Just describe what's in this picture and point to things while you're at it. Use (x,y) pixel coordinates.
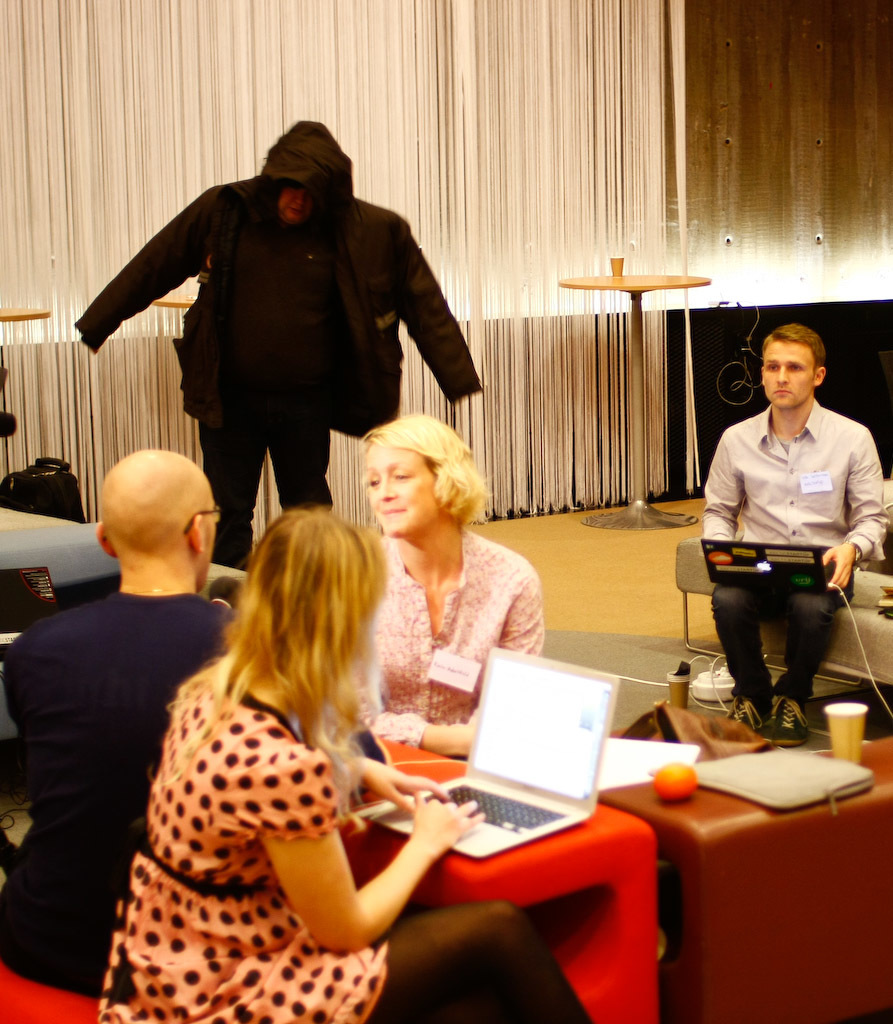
In this image there are persons (338,563) sitting and standing. In the front (482,819) there is a woman (285,866) sitting and working on a laptop (479,786) and in the center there is a table (806,817), on the table (792,817) there is a fruit (683,787) and there is a file (789,768) and a glass (845,743). In the background (653,279) there is a stand (638,299) and on the stand (634,285) there is a glass (619,268) and there is a curtain (229,76) which is white in colour.
